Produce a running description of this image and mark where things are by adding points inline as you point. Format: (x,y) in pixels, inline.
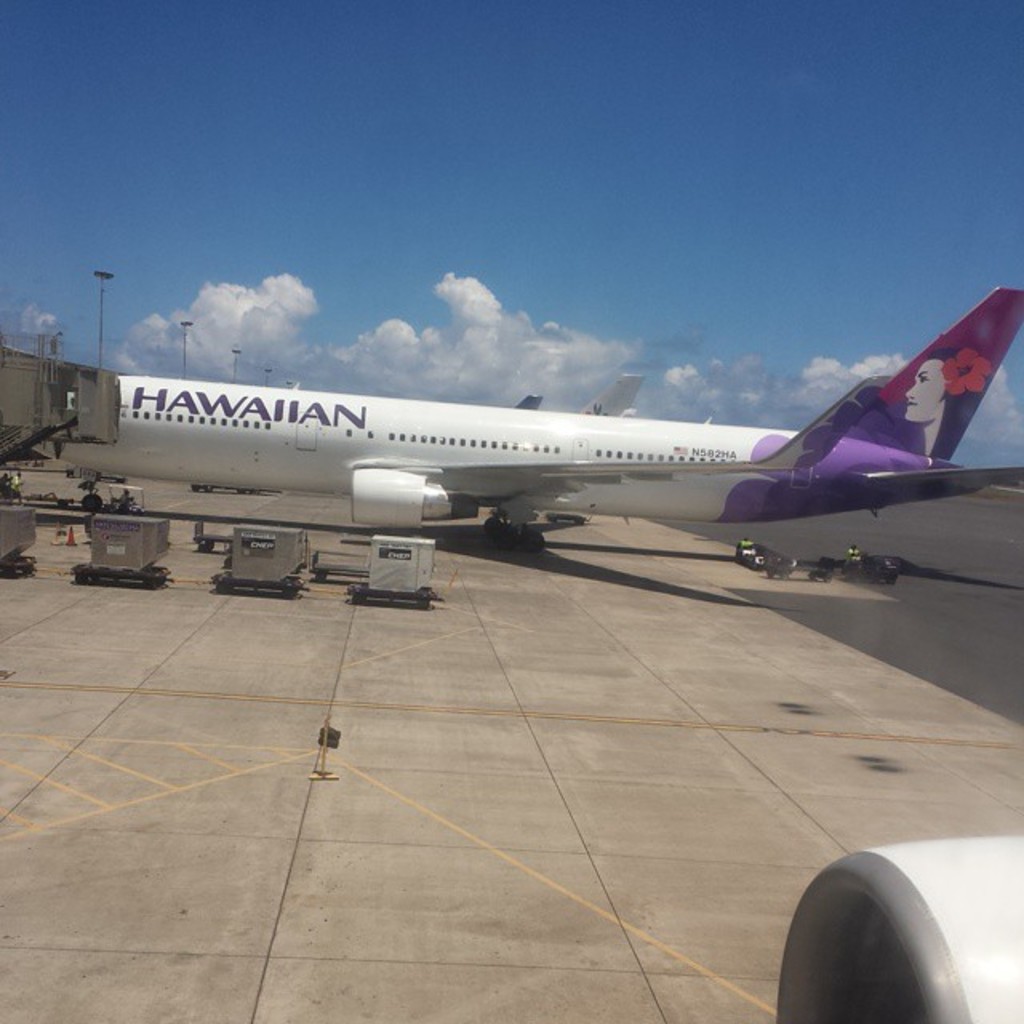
In this picture there are aircrafts (575,507) and there are vehicles (381,583) on the road (685,567). At the back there are street lights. At the top (505,109) there is sky (408,197) and there are clouds (419,356). At the bottom (450,923) there is a road (621,760) and there are objects (30,544).
